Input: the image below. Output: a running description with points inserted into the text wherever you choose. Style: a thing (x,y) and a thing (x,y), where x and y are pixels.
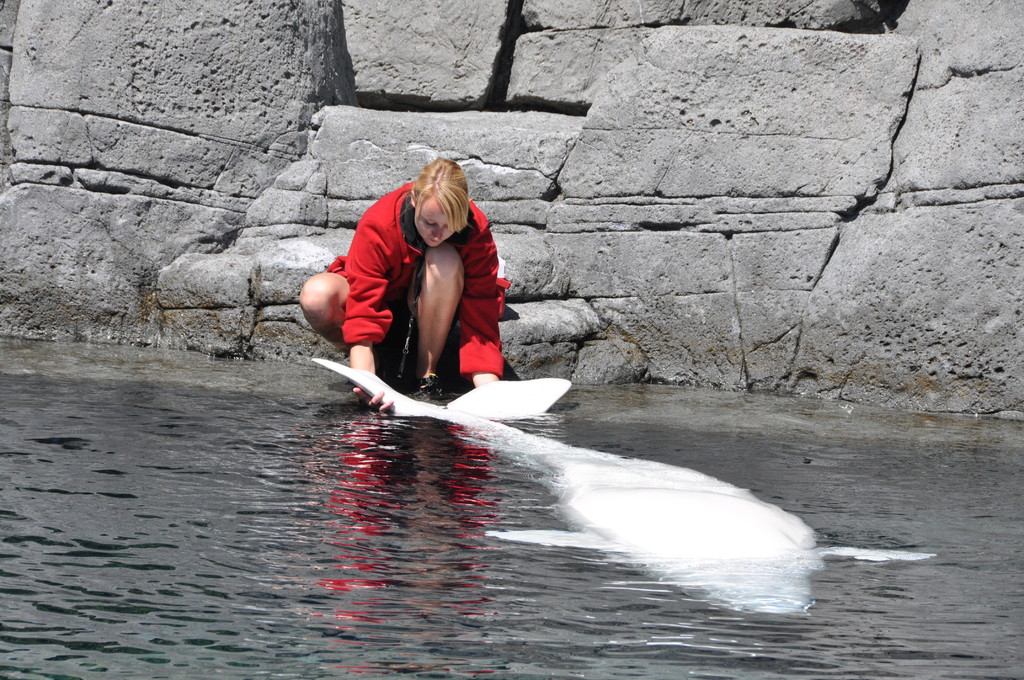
In this image there is a woman (443,311) who is holding the white color dolphin (600,532) which is in the water (516,493). In the background (553,188) there is a stone wall (602,63). The woman (428,200) is wearing the red dress (367,227).
